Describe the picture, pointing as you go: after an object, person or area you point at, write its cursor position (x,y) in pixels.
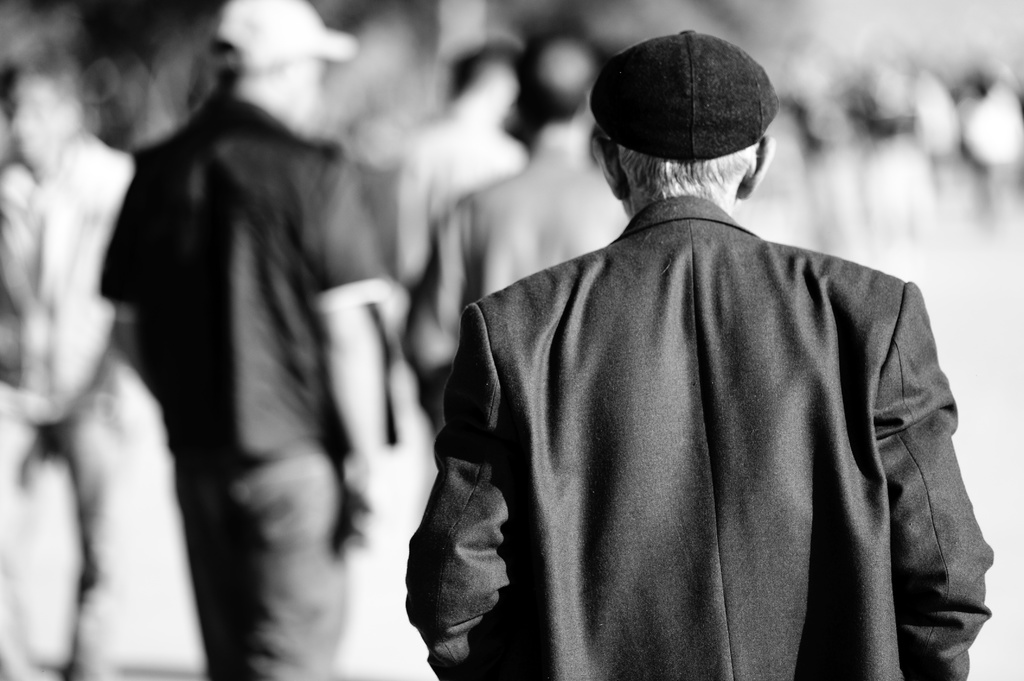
In the foreground of this image (815,282), there is a man (724,348) in black colored suit (727,383) and seems like walking on the ground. In the background (271,549), there are persons (240,210).
